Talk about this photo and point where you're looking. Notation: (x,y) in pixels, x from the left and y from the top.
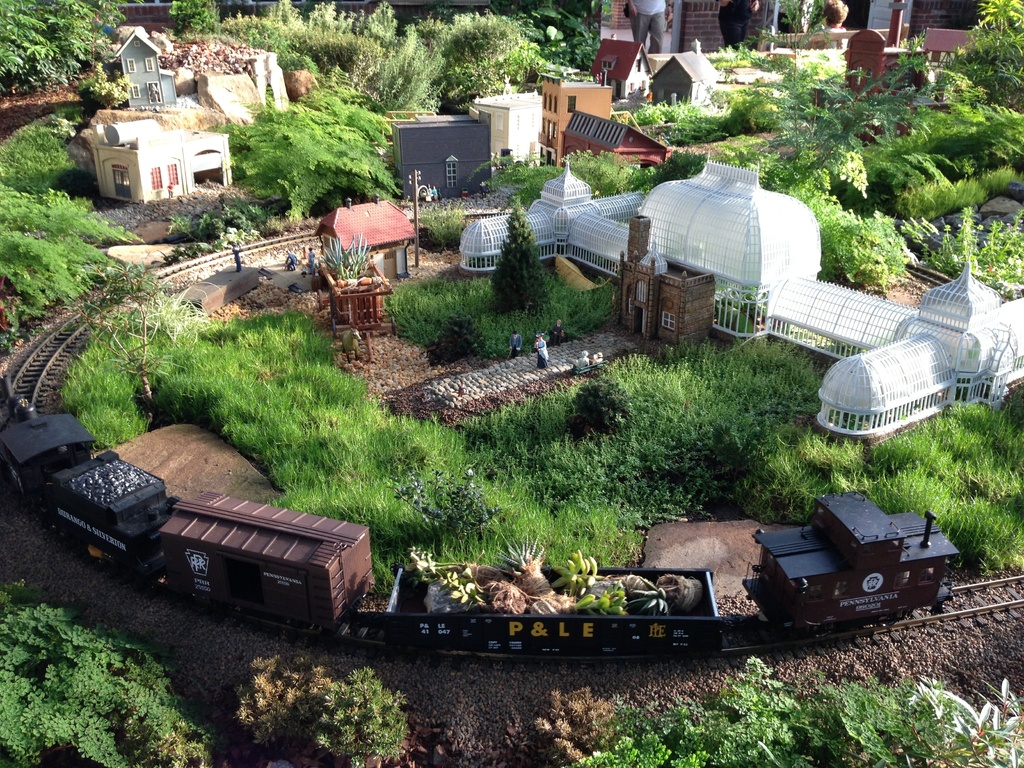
In this picture we can see plants (178,705), pole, train (132,519) on a railway track (35,370), some objects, buildings (142,56) with windows (993,334) and in the background (638,34) we can see two people (652,29).
